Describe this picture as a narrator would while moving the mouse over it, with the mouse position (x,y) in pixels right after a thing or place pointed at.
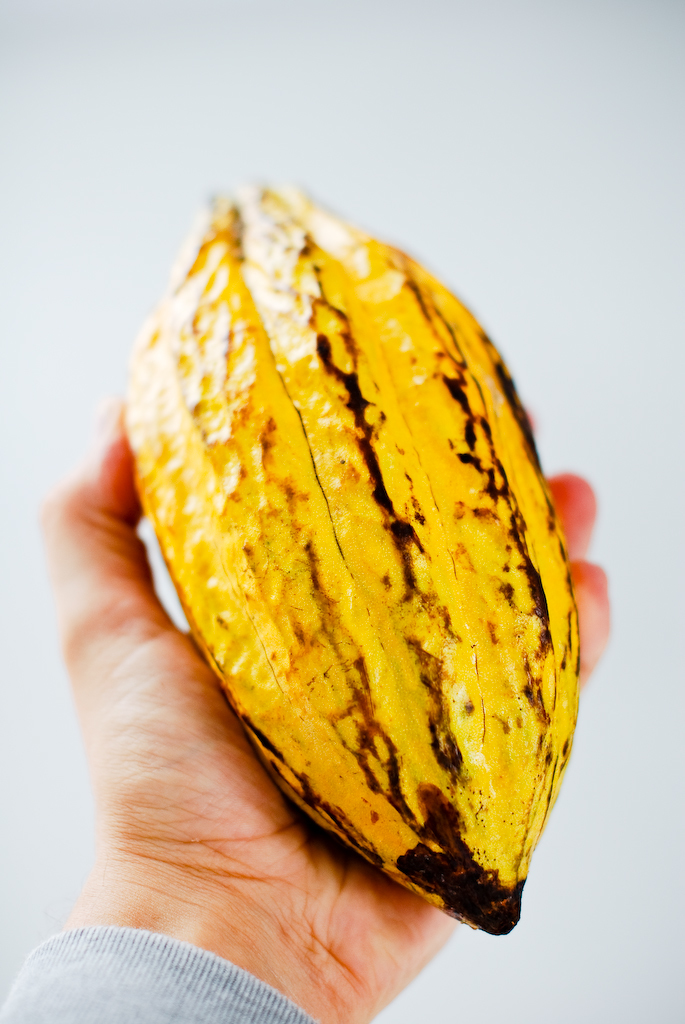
In this image we can see a fruit (422,699) in the hand (249,923) of a person (257,762).
